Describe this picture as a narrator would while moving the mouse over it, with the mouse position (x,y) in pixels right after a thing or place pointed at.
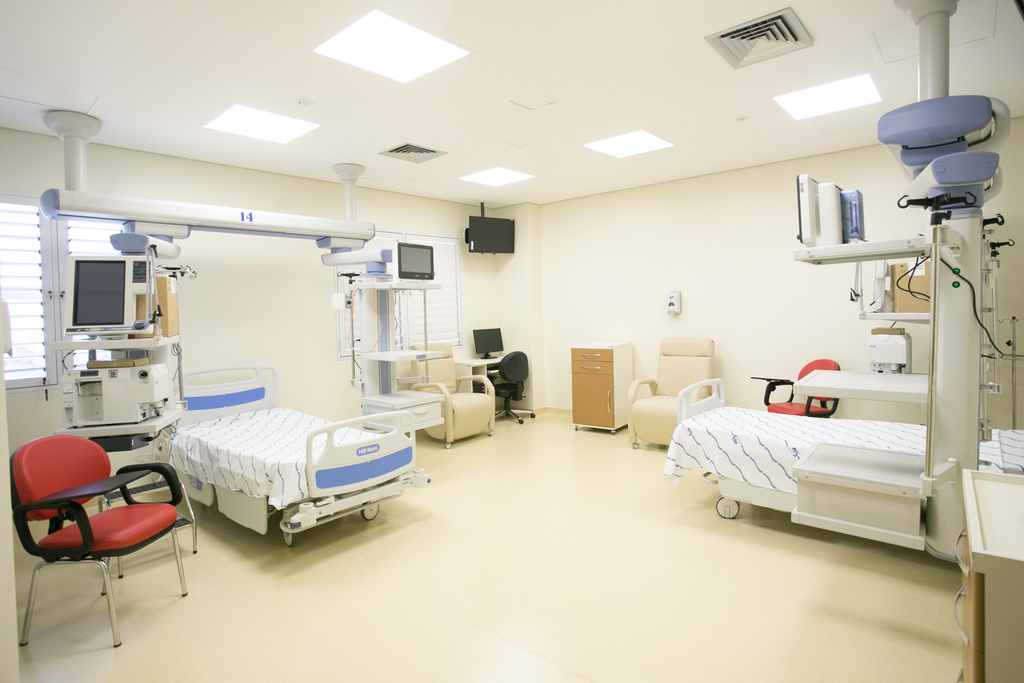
In the picture we can see a hospital room (240,349) with a bed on some structure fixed to it and beside we can see a computer equipment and a chair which is red in color and to the wall (228,339) we can see a television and under it on the floor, we can see a cupboard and besides we can see a chair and a bed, on the ceiling (616,135) we can see some lights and air conditioners (727,33).
